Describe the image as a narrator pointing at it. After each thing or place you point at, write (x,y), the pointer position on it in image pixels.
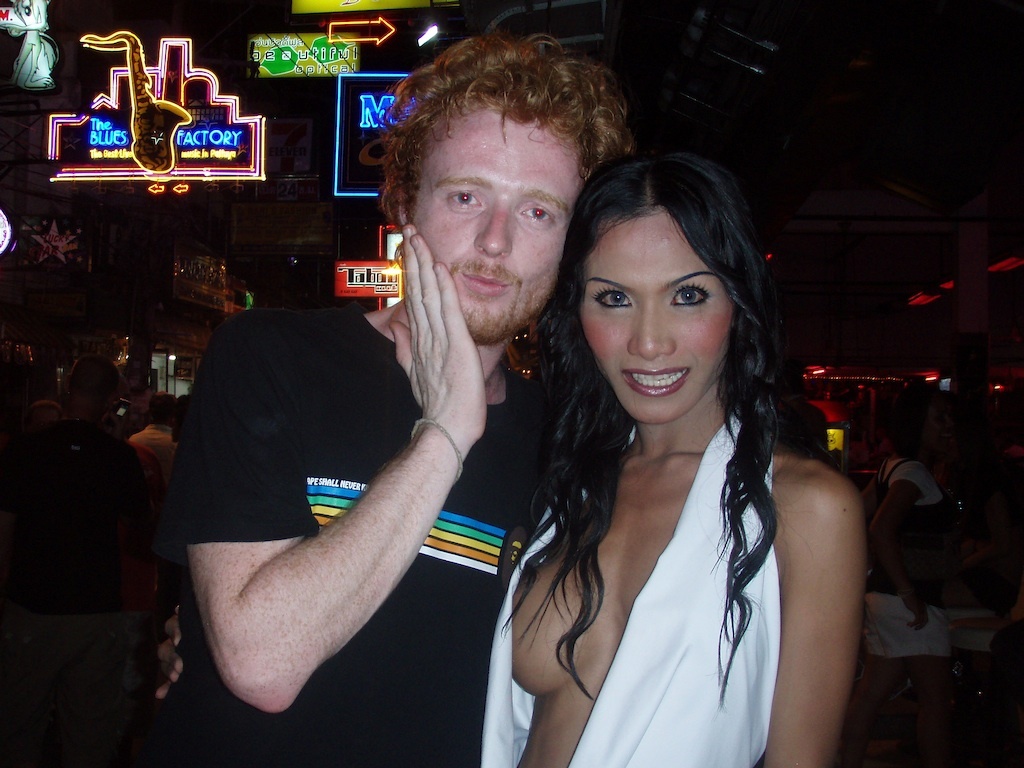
In the center of the image (512,269), we can see a man (424,430) and a lady (639,599) standing and in the background (523,19), there are name boards (237,139) and buildings (166,212).
